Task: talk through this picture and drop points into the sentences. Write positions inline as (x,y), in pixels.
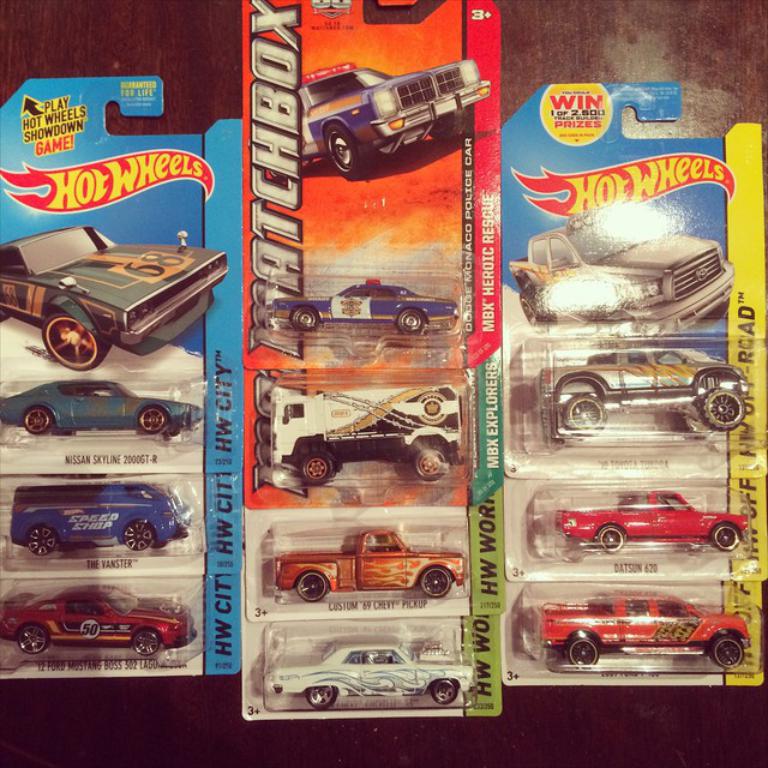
In this image we can see hot wheels (391,575) on a wooden platform (598,72).
